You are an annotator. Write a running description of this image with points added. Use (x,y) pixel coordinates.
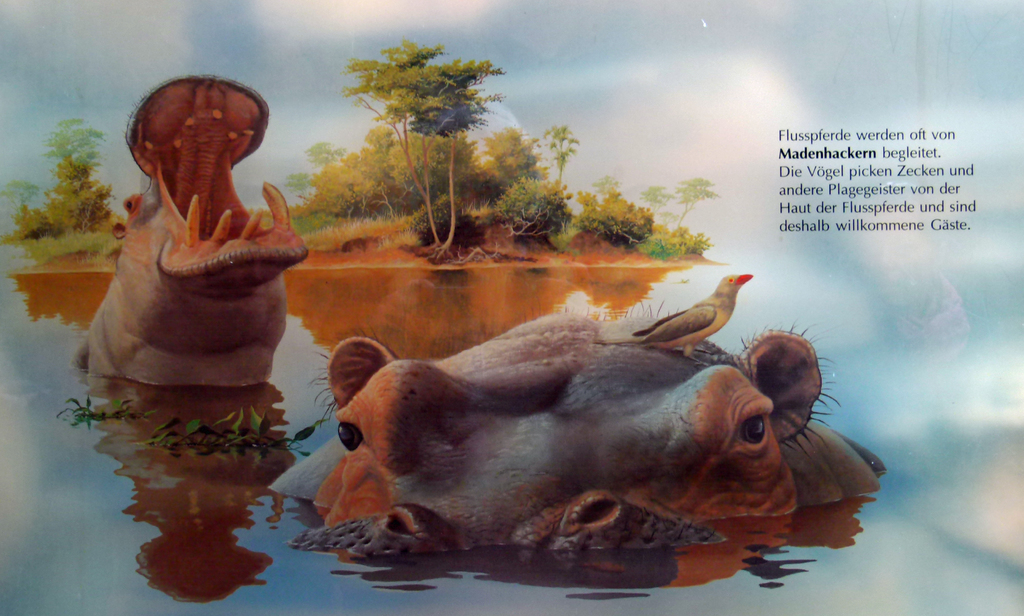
In this image we can see the picture of the hippopotamus (542,344) in a water body (478,333). We can also see a bird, a group of trees (536,217), the sky (605,113) which looks cloudy and some text (810,207) on this image.
